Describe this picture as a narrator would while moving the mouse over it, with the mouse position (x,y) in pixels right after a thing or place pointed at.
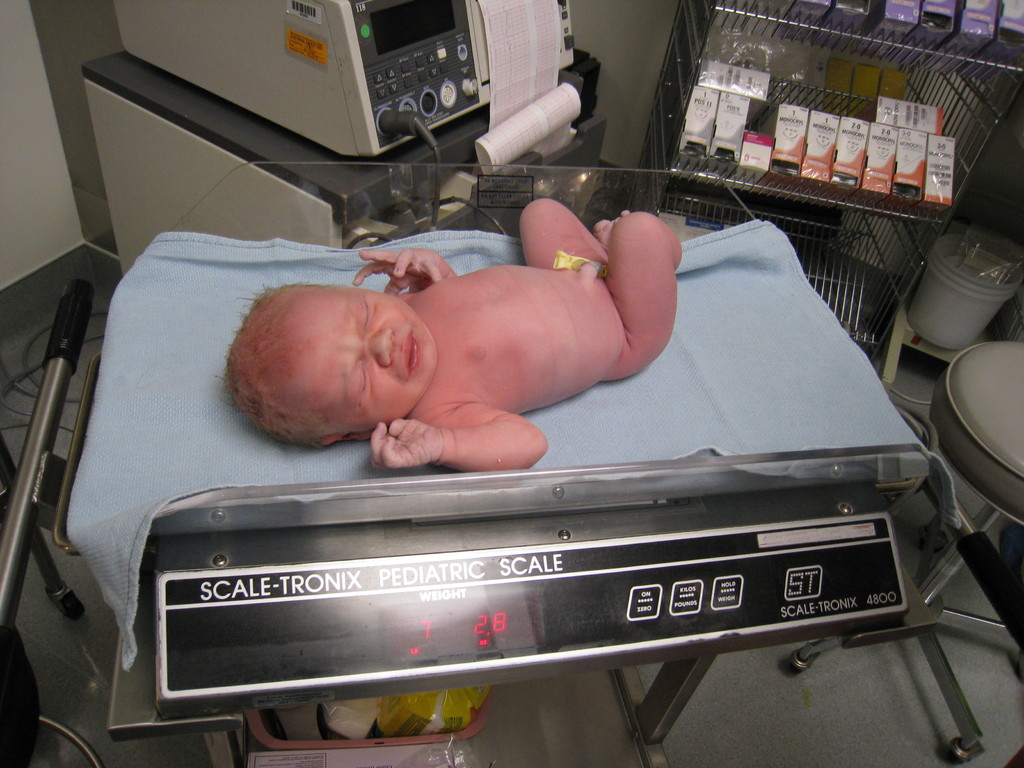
In the image we can see a baby (517,351) lying, this is a weight machine (223,599), paper (533,106), box (888,125), rack (862,104), stool (1014,409), dustbin (965,321) and a floor (878,703).
